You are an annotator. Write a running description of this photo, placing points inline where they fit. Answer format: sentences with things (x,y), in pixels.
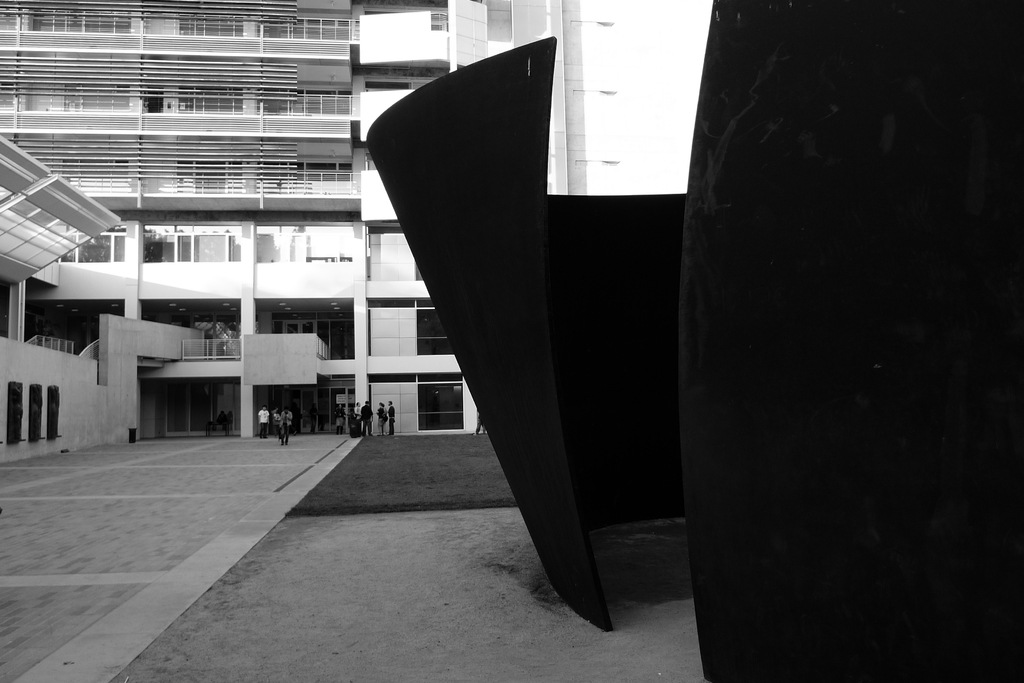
In the center of the image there is a building (184,88). On the right (780,547) there is a wall (553,496). At the bottom (459,488) we can see people (297,423) standing and there is a lawn (385,500).
